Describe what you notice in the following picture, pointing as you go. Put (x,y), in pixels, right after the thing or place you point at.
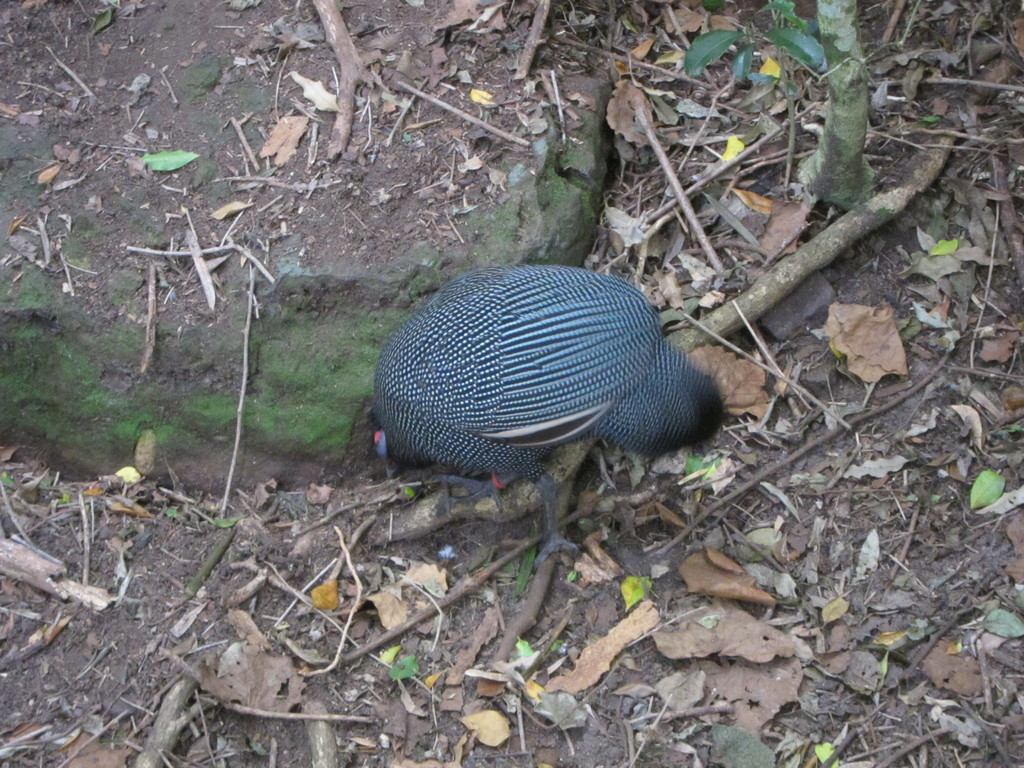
Here in this picture we can see a Phasianidae (474,353) present on the ground (232,338) and we can also see dry leaves (499,672) and stems (800,274) of a tree (789,273) present on the ground (742,342).
